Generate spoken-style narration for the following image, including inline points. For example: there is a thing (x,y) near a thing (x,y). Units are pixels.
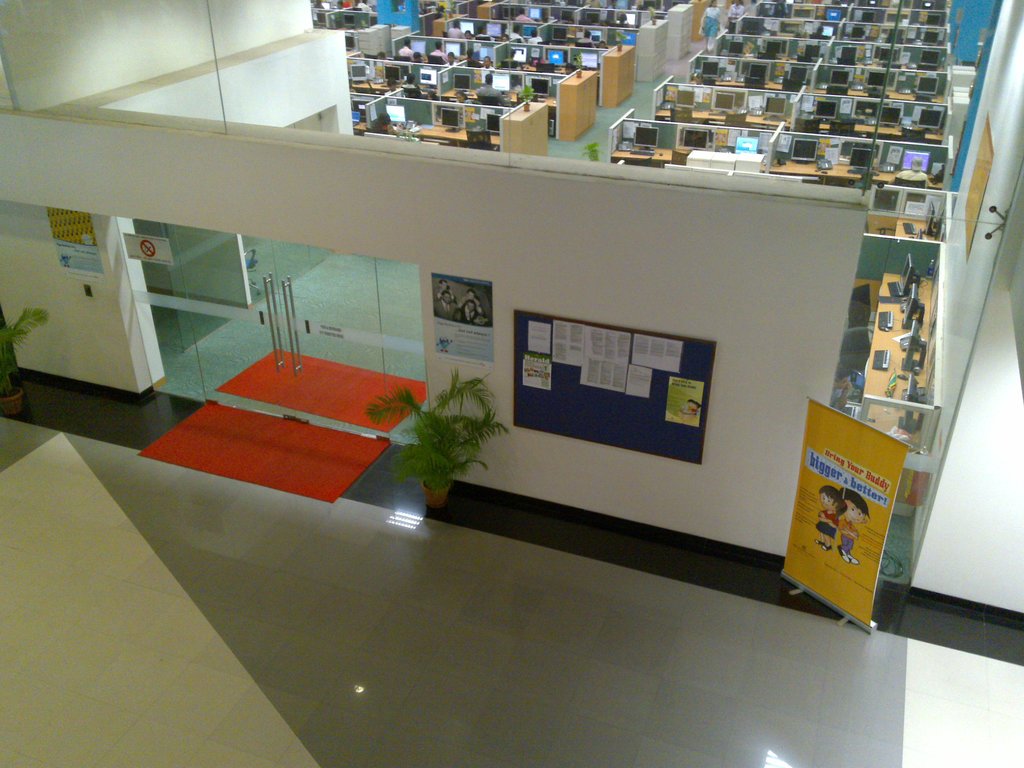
There is a wall (390,250) with notice board (596,397), posters (468,294) and glass doors (272,323). Near to that there is a carpet (211,443), pots (6,401) with plants (403,480) and banner (828,555). On the notice board (556,400) there are notices (588,369). In the back (517,86) there are many tables (540,101) with monitors (788,75). Also there are pots (525,111) with plants (617,46).
